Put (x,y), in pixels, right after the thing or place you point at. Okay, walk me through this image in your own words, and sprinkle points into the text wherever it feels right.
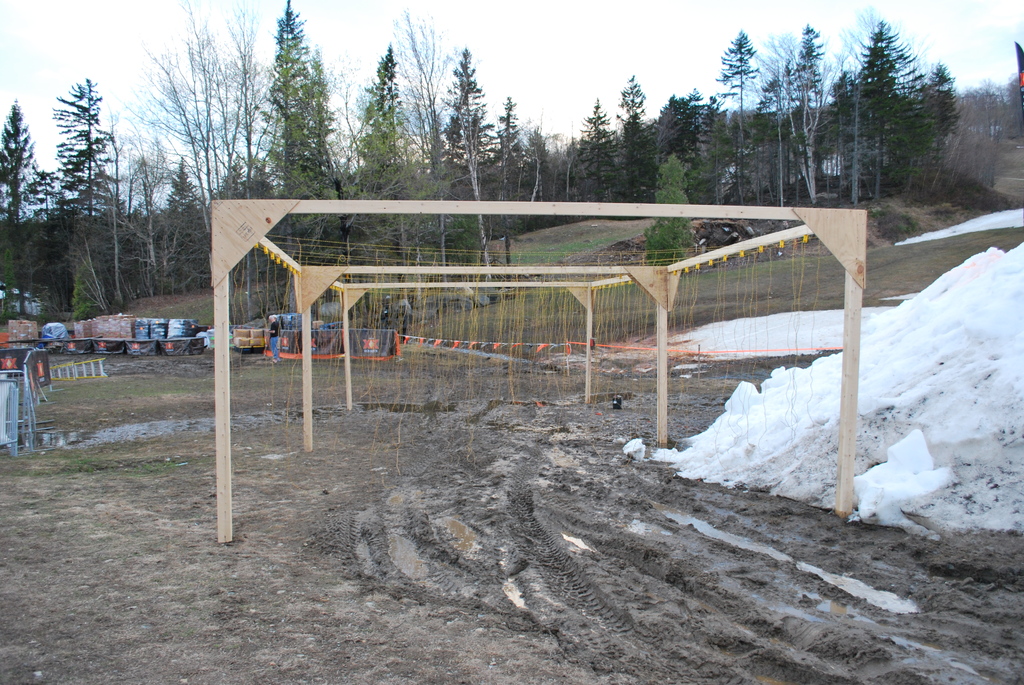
This picture is clicked outside. In the center (376,272) we can see the wooden poles (849,239) and we can see the boxes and many other objects (124,352) are placed on the ground (565,496). On the right corner (937,317) there is a white color object (908,389) which seems to be the snow (946,418). In the background (833,193) we can see the sky (585,41), trees (598,173) and some other objects (175,324).
